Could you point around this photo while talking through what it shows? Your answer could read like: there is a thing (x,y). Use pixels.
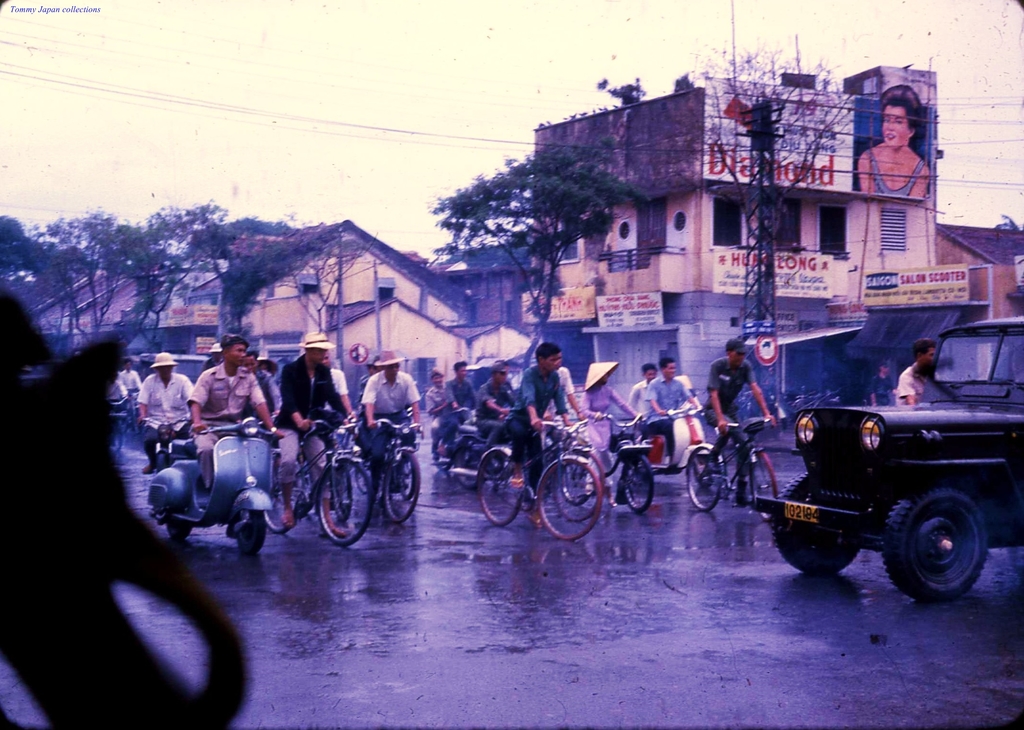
There are people (481,421) on the road (434,473) riding vehicles (735,482). In the background (388,225) there are buildings (777,313), trees (237,267), pole (758,281), sign board (773,360), hoardings (933,277) and sky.
